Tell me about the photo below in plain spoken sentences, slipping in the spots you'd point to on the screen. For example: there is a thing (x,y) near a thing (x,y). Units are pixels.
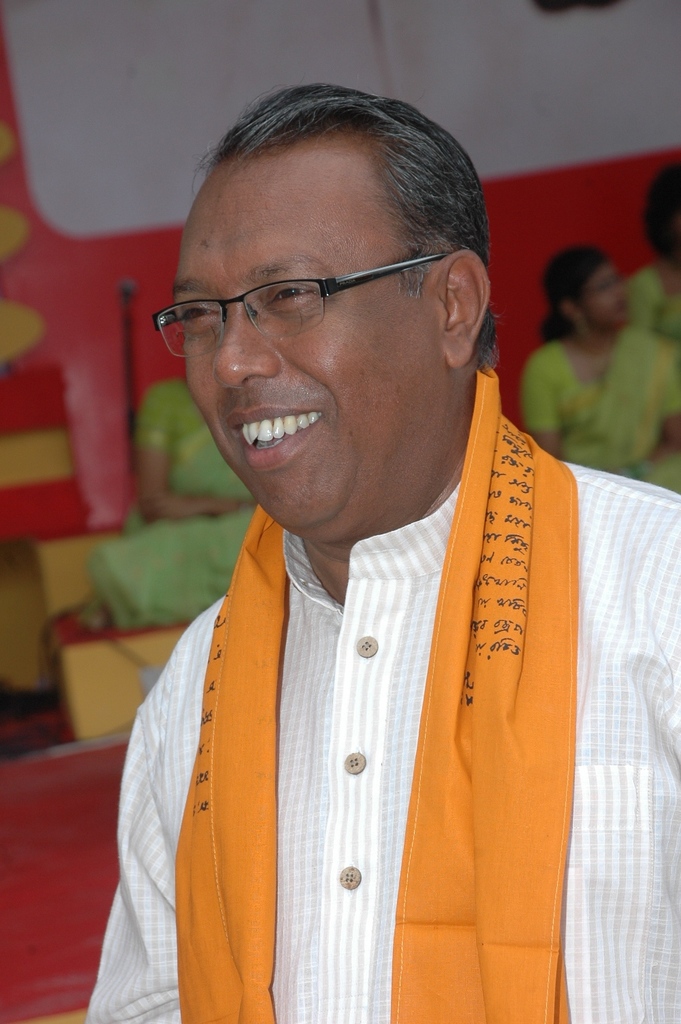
In the image we can see a man (514,806) wearing clothes (459,864), spectacles (253,310) and the man (301,385) is smiling. Behind him there are few women (625,389) sitting they are wearing sarees (612,437) and the background (160,253) is blurred.
